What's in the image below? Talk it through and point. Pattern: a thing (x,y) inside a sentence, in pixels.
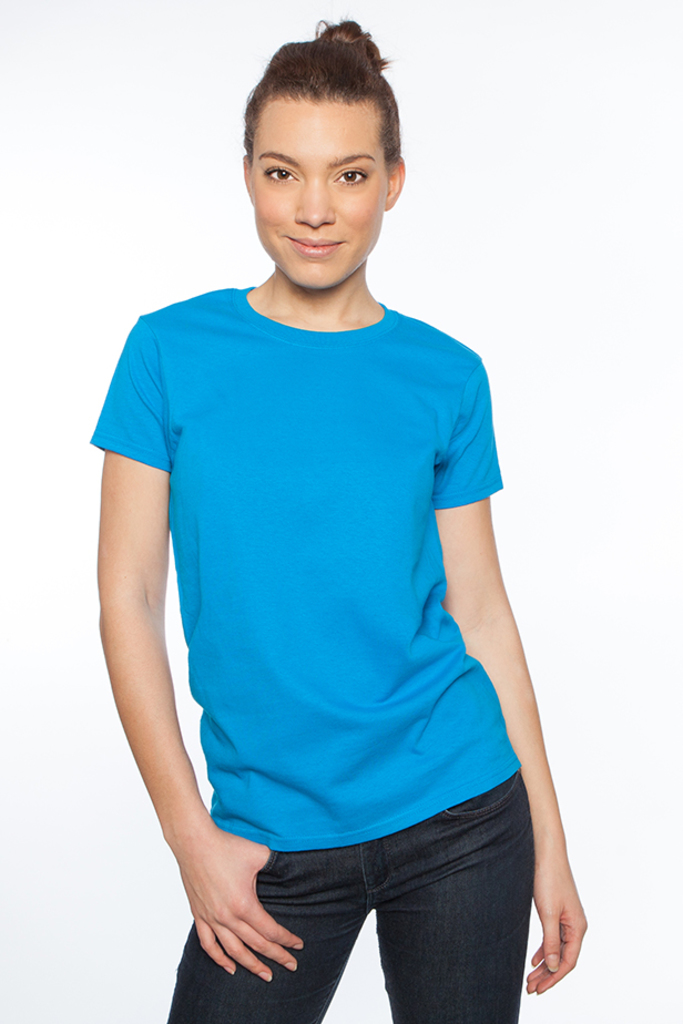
In this image we can see a woman (313,317) standing and wearing a blue shirt (351,532) and a black jeans (453,875) and a white background (672,242).
